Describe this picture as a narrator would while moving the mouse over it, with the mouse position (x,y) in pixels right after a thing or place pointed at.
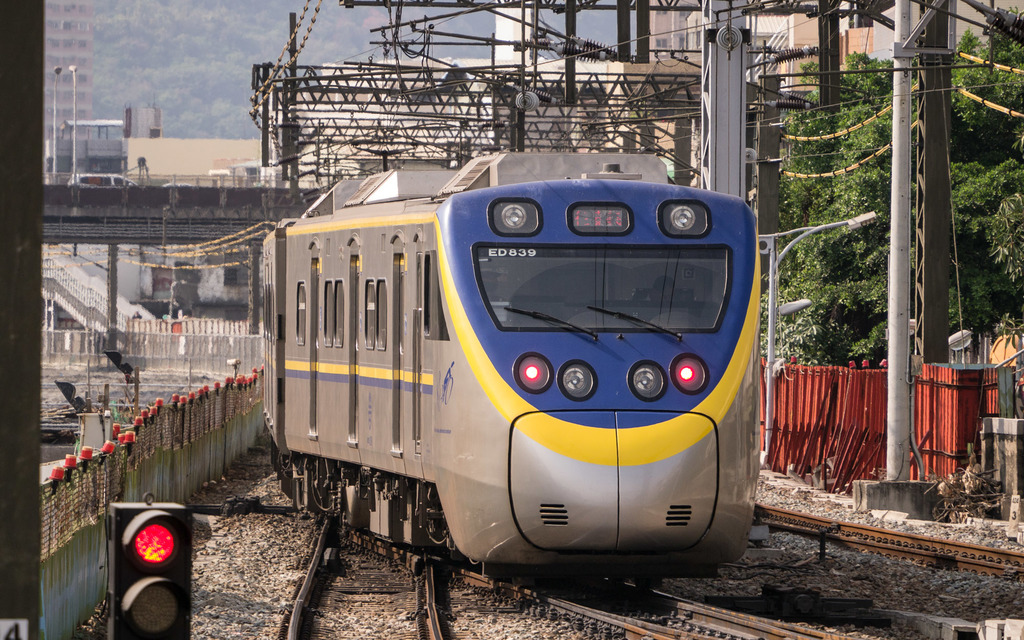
In this image in the front (494,353) there is a train (619,406) running on the railway track (665,590). In the background (334,173) there are trees (872,137), there are poles (292,160), there is a bridge (160,195), on the bridge (136,200) there is a car (120,179) moving and there is a staircase (132,306), there is a fence (161,436) and there is a building (79,64). In the front (174,574) on the left side (154,577) there is a signal (160,581).
